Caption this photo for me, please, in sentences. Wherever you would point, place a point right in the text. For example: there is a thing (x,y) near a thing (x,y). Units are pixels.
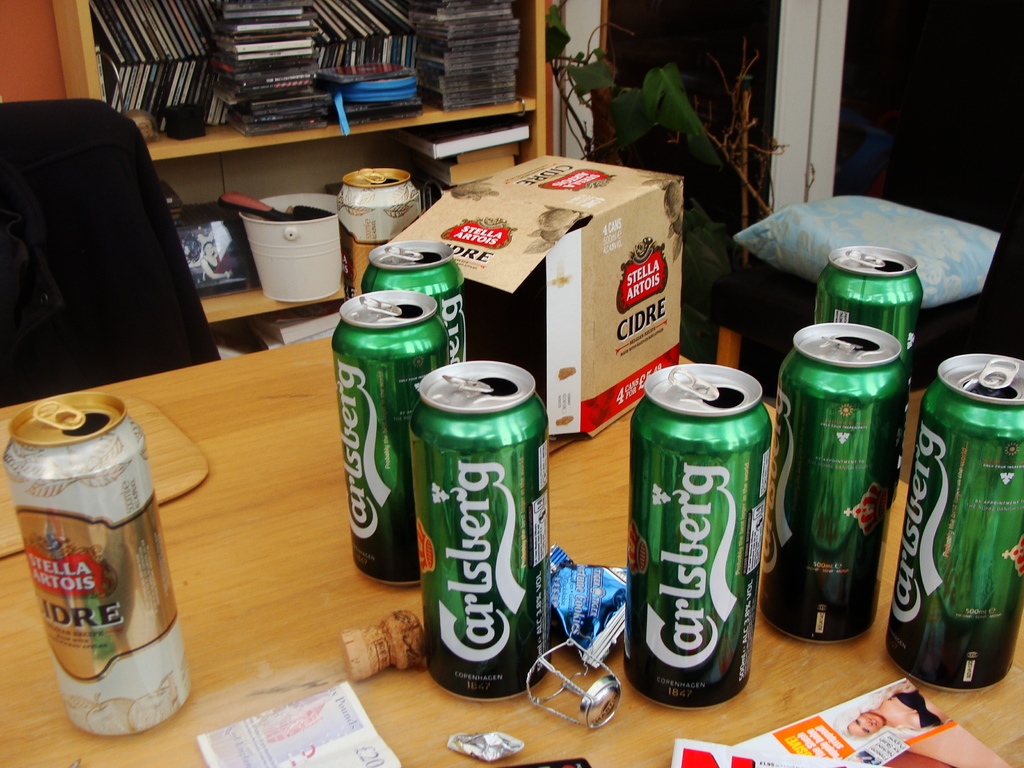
In this image I can see many tins (691,555), papers (809,754), cardboard box (489,245), banknote (277,733) and few more objects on the table (250,545). To the side I can see the chair (64,285). I can see the books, bucket (286,240) and few more objects (199,253) in the shelves (253,190).
